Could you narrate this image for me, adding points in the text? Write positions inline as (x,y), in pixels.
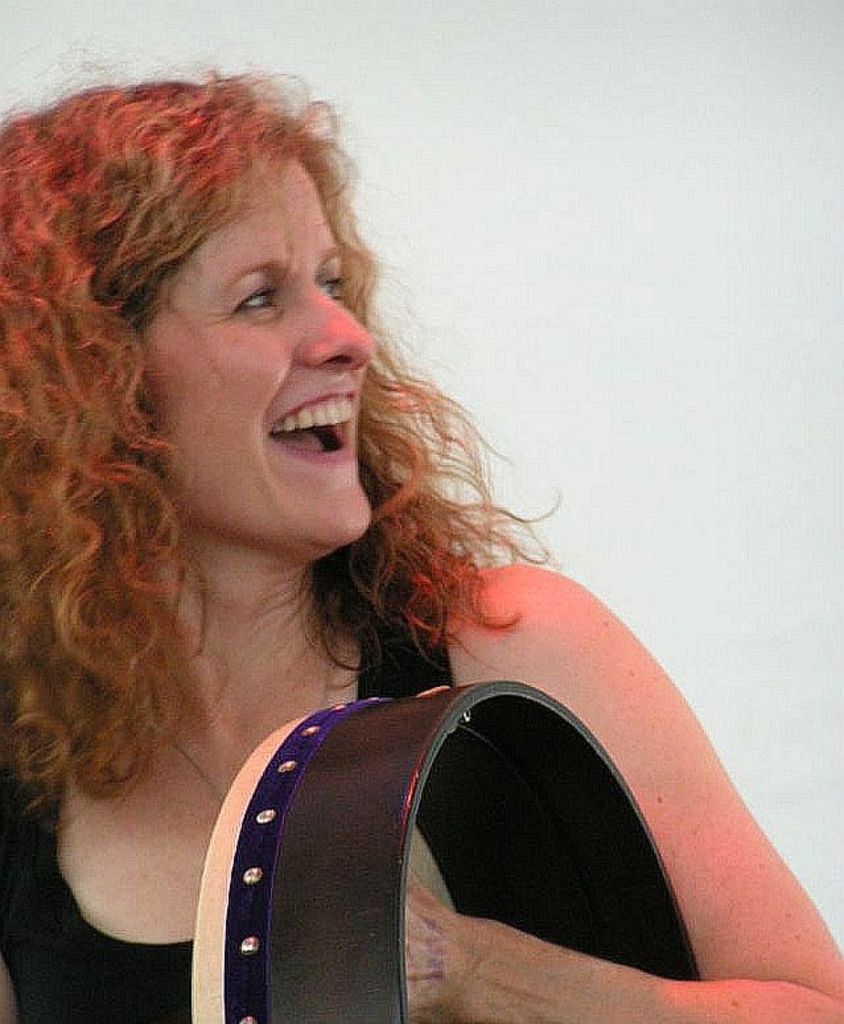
There is a lady (244,569) holding something and smiling. In the back (599,350) there is a white color wall (707,478).
